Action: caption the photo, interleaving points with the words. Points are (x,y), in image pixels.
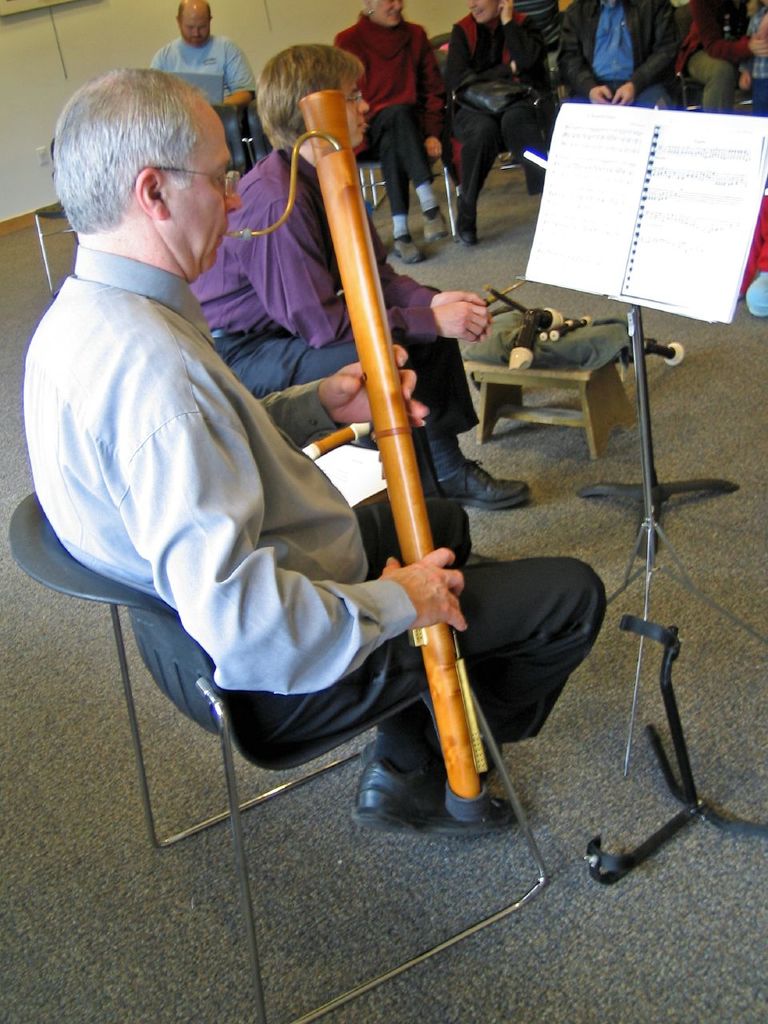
This picture describes about group of people (272,428), they are all seated on the chairs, on the left side of the image (217,253) we can see a man (214,225), he wore spectacles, in front of him we can find a book (669,178) and a stand (645,428).
